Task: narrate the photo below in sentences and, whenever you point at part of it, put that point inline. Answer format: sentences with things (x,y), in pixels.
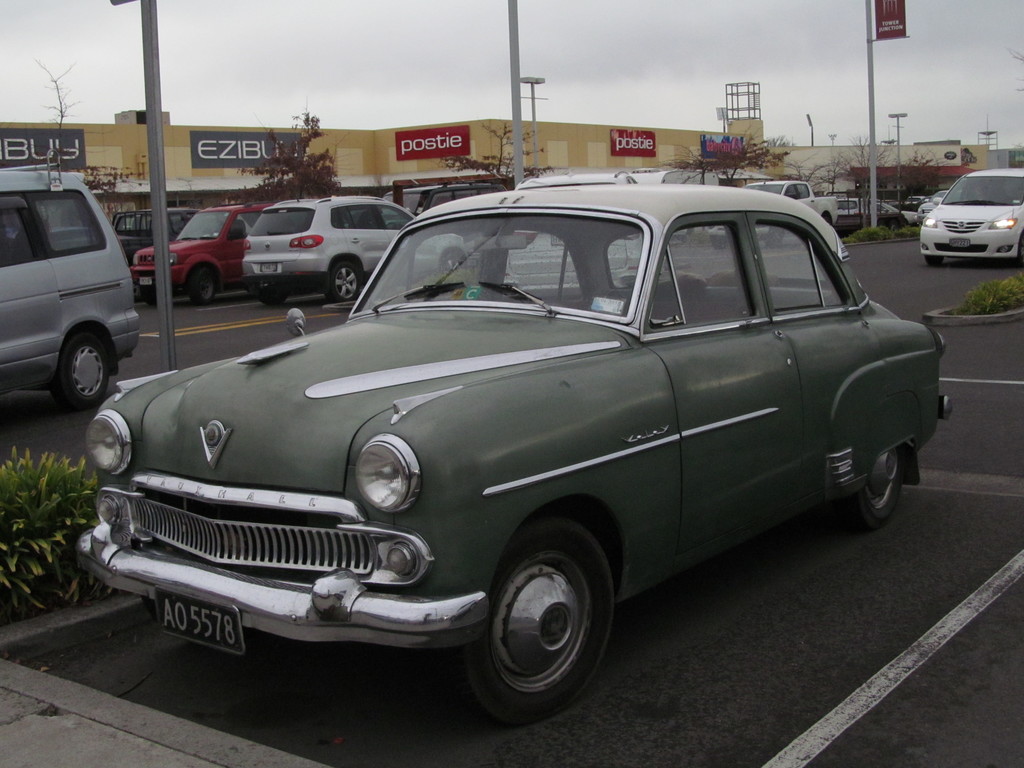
In this image we can see few vehicles (514,468) on the road (322,306) and there are some plants (67,551) and trees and we can see some poles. There are few building (889,165) in the background (599,167) and we can see the sky (963,104) at the top (13,75).
